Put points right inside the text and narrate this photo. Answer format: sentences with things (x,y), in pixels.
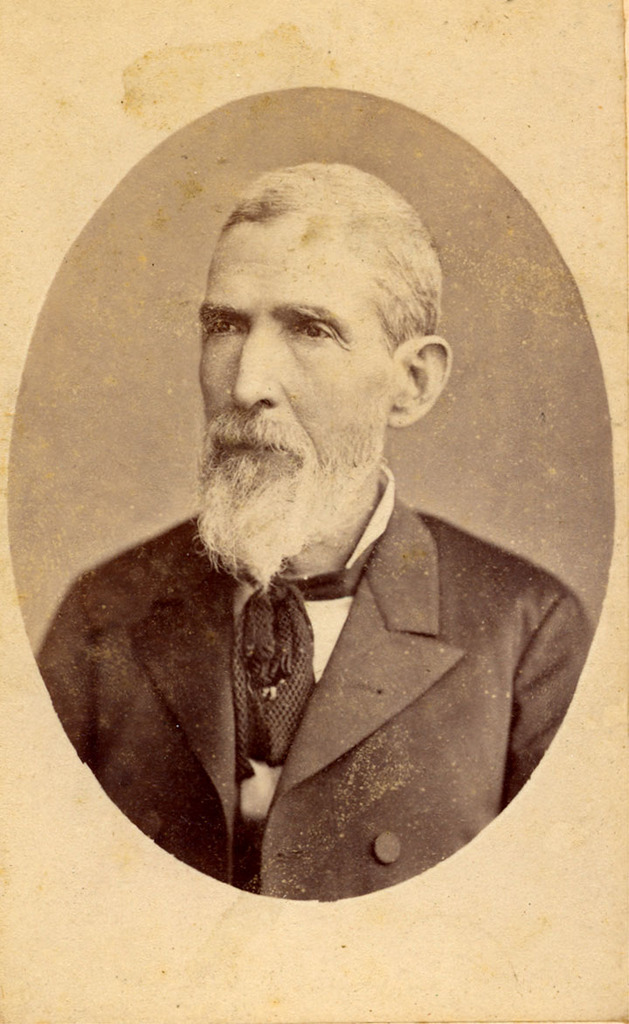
In the image I can see the picture of a person (511,774) who is wearing black suit (227,675).
